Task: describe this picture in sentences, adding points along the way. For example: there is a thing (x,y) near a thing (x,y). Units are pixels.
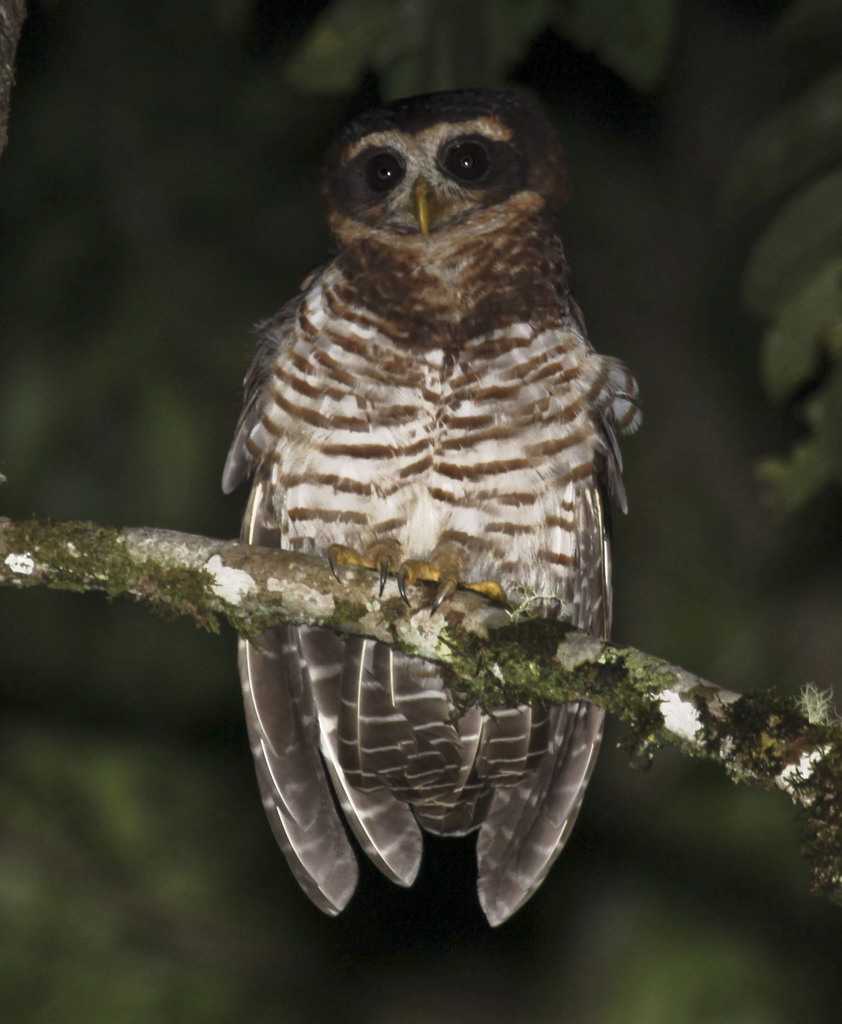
In this image there is an owl (398,674) sitting on the stem (254,576). The background (136,918) is blurry.
